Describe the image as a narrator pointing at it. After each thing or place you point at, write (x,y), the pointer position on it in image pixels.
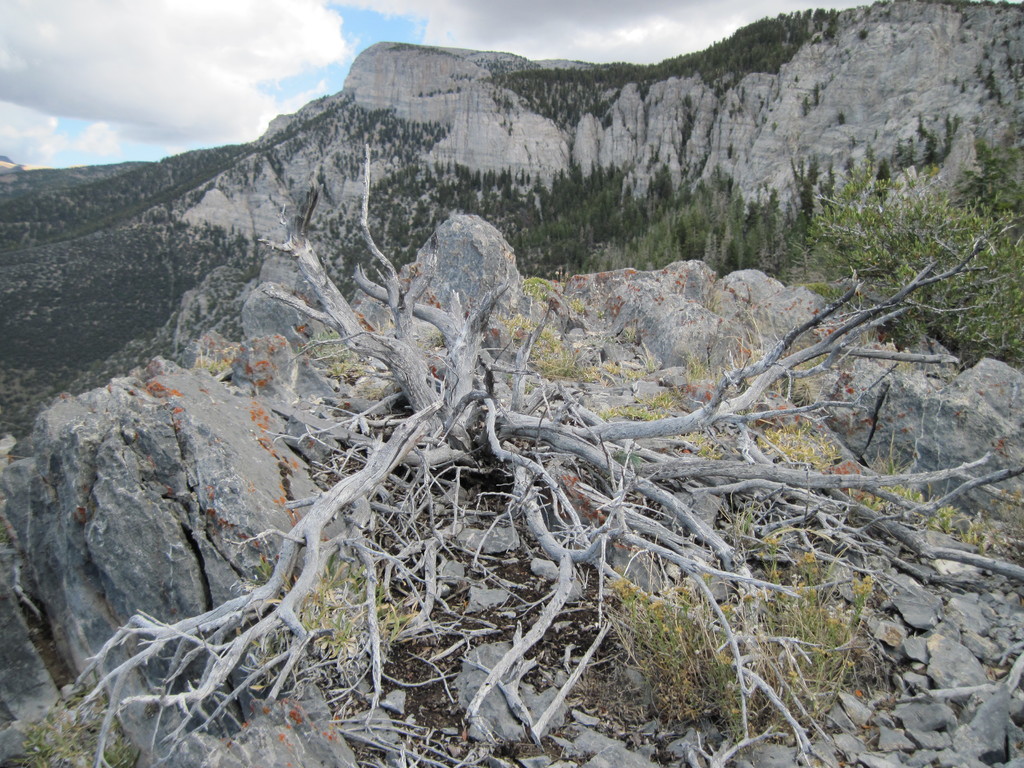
This is an outside view. At the bottom (306,527) there are many tree trunks (464,373) and rocks (128,388) and also I can see few plants (673,647). In the background (524,225) there are many trees (582,232) and mountains (462,94). At the top of the image (376,23) I can see the sky (278,24) and clouds (131,37).
